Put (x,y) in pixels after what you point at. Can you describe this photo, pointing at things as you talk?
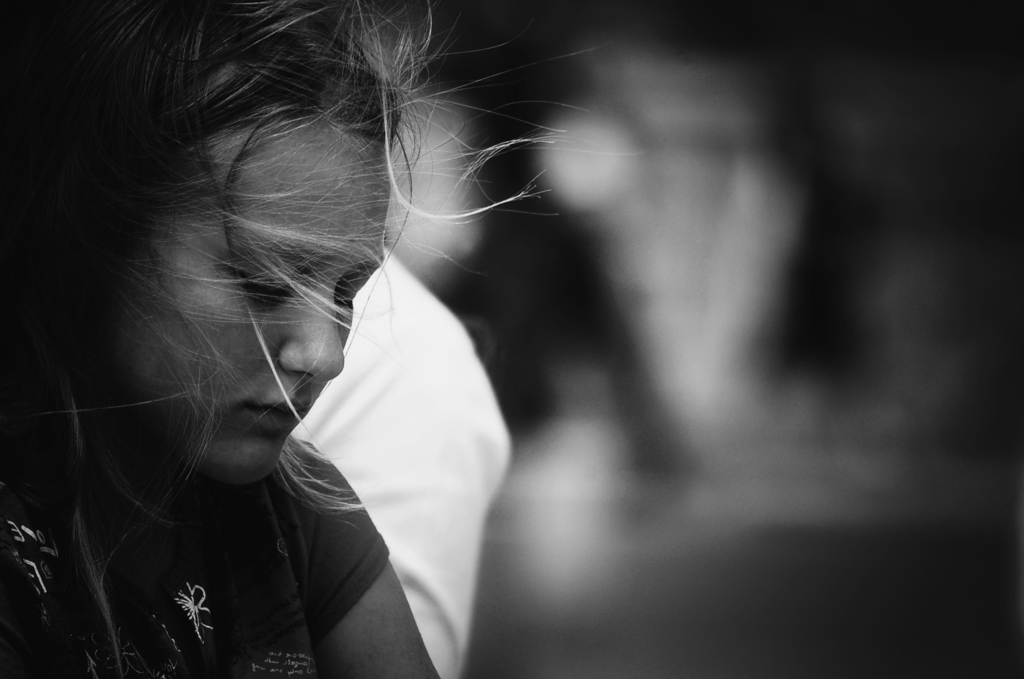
This is a black and white image. In this image we can see there is a girl (209,413). The background (582,394) is dark.
